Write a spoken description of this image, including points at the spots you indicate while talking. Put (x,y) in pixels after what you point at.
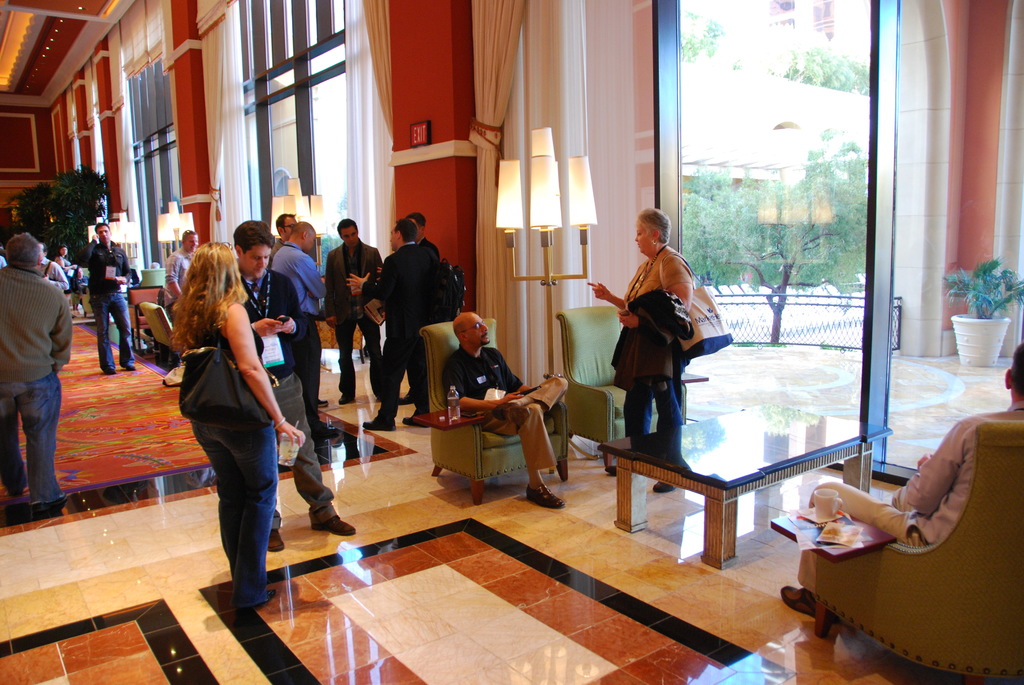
There is a big hall (154,386) and there are a lot of people (219,319) doing different activities, in the hall (404,380) some of them are sitting and some of them are standing and talking to each other and there are a lot of windows (256,125) and in front of the windows (339,144) there are many curtains (126,118) and beside each chair (155,294) there are beautiful lamps (513,223) arranged. In the background (817,203) there is a door (795,215) and behind the door (796,364) there is a tree (747,223).
